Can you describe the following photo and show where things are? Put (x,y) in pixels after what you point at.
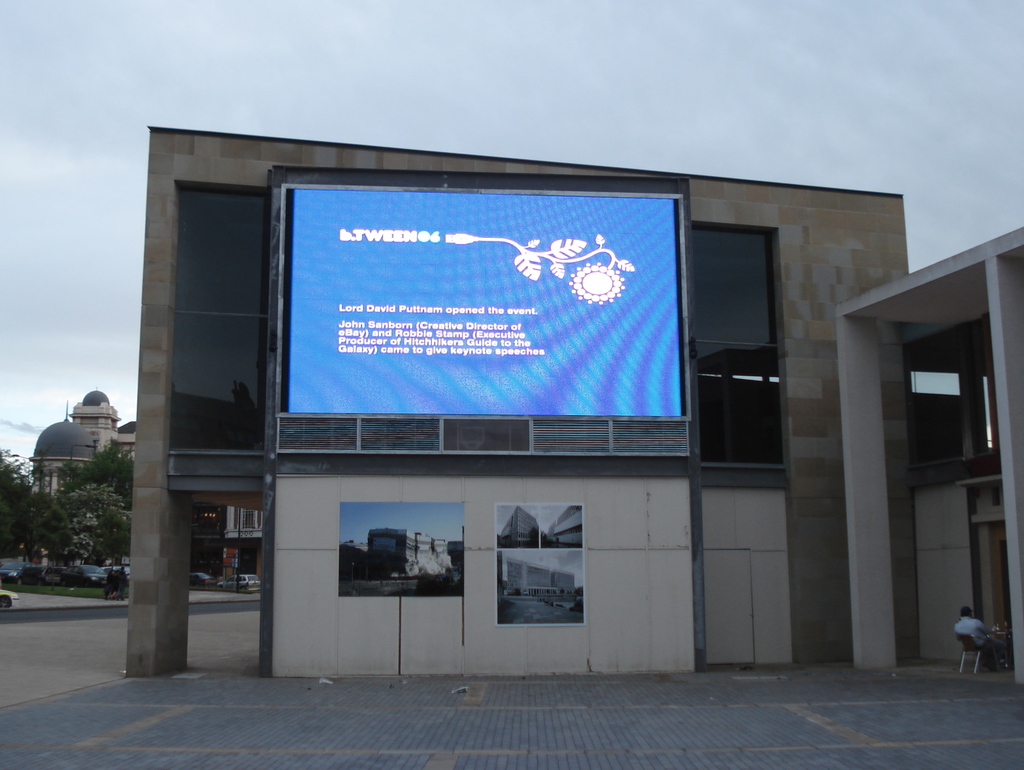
In this image we can see a display screen (305,363) on a building (491,482), behind the building (164,451) there are trees (109,522) and some other buildings (213,566).
